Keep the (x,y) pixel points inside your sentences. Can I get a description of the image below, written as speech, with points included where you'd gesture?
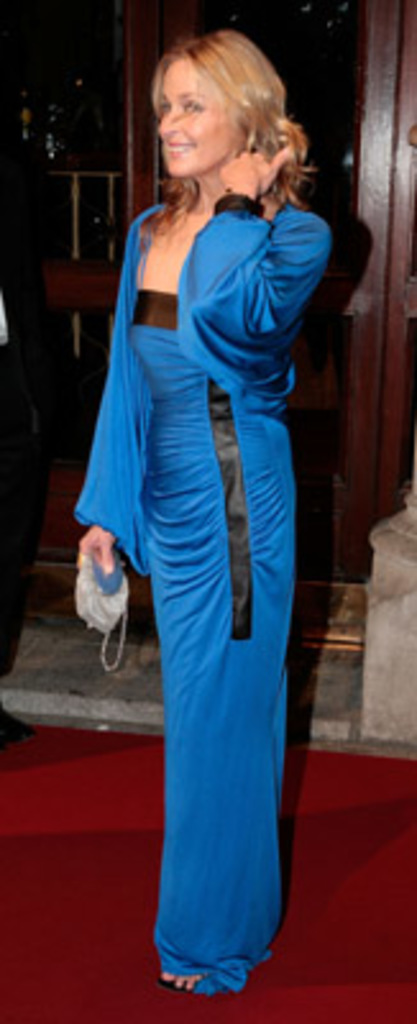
In this picture we can see a woman (231,340) standing and smiling, she is holding something, she wore a blue color dress (225,423).
